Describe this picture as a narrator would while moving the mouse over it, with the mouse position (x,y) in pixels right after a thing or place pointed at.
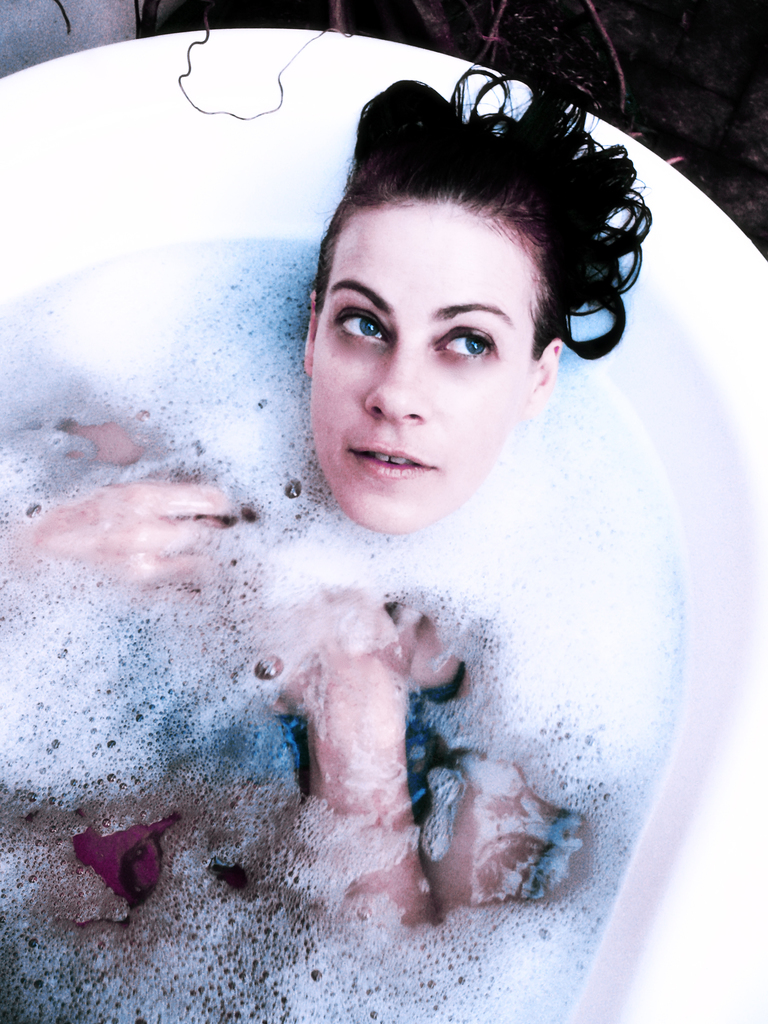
In this image I can see a white colored bathtub (187,188) and in the bath tub (131,110) I can see some water (137,317), foam (161,315) and a person (338,704) wearing blue and black colored dress (242,743).
